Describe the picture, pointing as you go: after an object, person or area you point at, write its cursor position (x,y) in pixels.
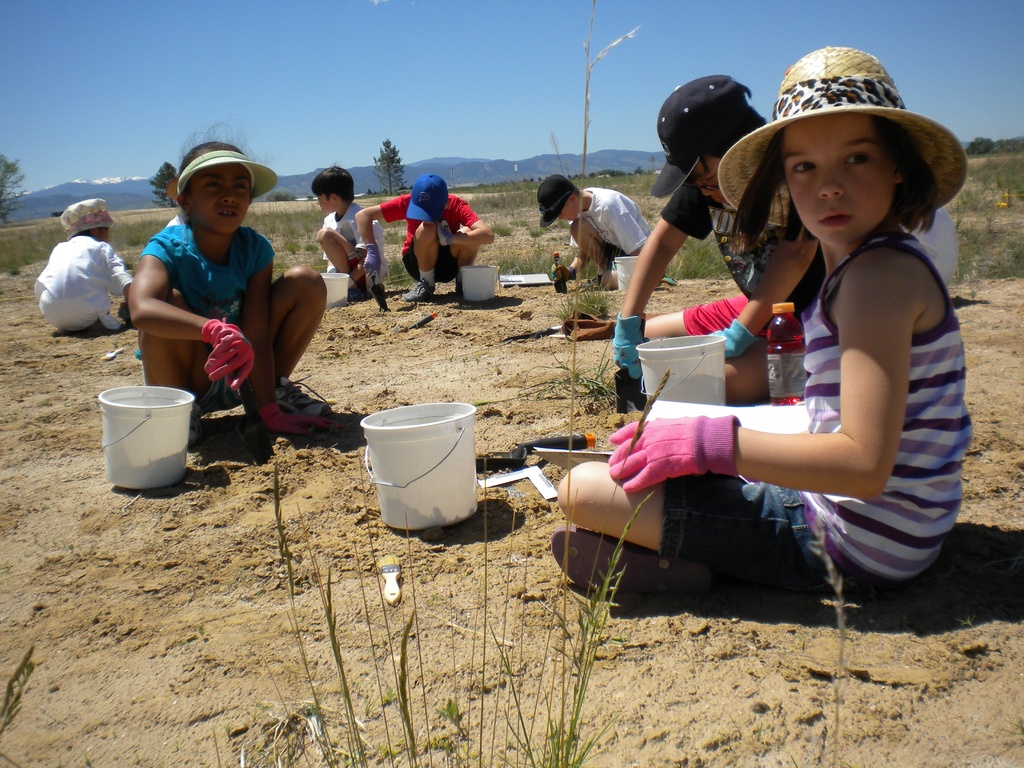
In this image I can see group of people (680,487) sitting, in front (821,395) the person (809,403) is wearing pink color gloves (711,428) and holding few papers (787,406). I can also see few buckets (167,434) and a bottle (798,393). I can see trees (384,156) in green color and the sky (325,116) is in blue color.
